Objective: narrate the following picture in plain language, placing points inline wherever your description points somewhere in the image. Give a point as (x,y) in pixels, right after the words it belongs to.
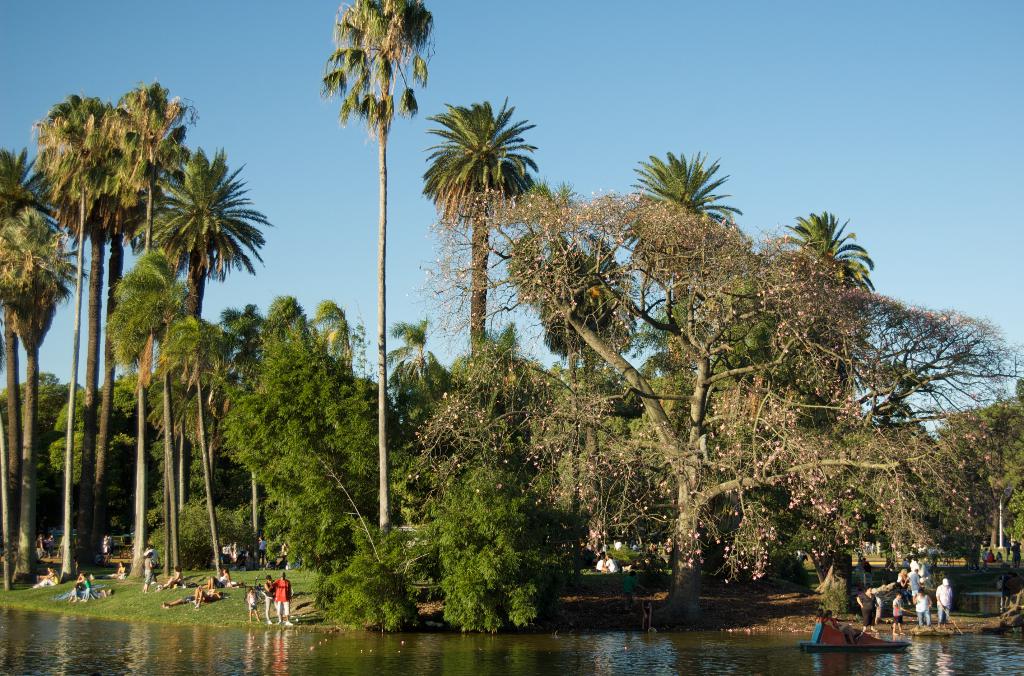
In this image there is a person (852,622) sitting on the boat (820,645), which is floating on the river (875,659) and there are a few people (45,574) sitting and standing on the surface (128,585) of the grass (963,584) there are trees (400,402) and the sky (562,60).
